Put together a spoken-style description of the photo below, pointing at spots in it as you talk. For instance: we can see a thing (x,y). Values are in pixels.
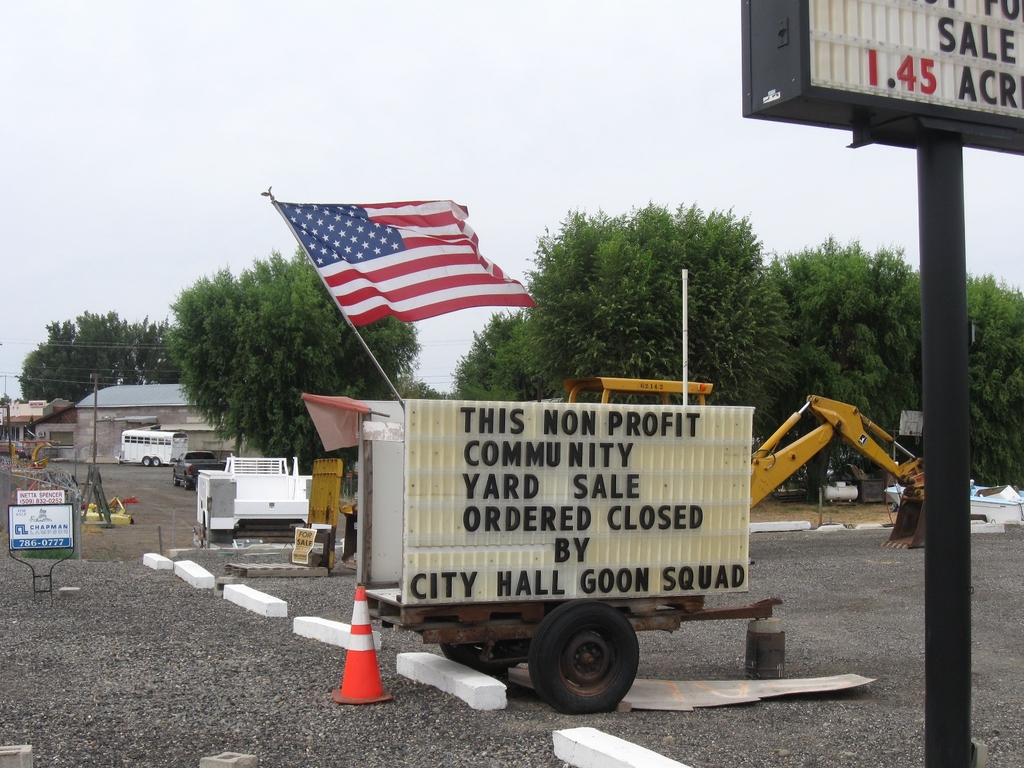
This image consists of a cart (366,565) on which there is a text (566,475). At the bottom (404,706), there is a road (708,723). In the background (727,390), there is a bulldozer (669,382) along with the trees (144,350). On the left (70,406), we can see a small house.
